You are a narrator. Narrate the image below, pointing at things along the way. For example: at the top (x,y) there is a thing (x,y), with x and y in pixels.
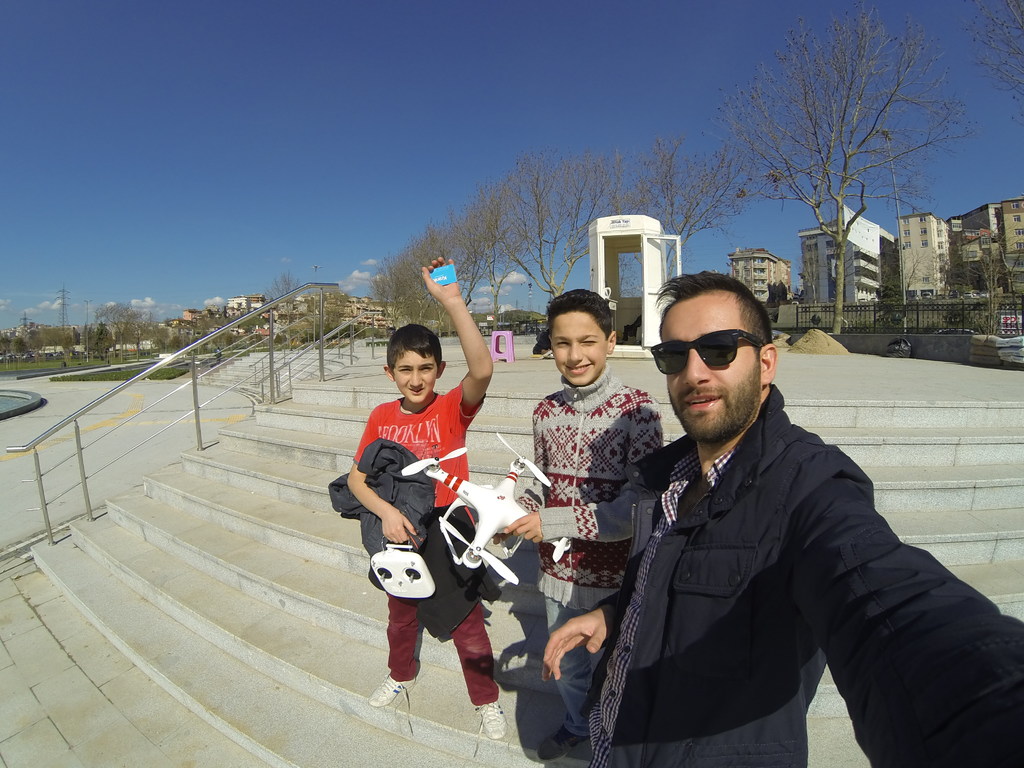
In the foreground of the image (955,656) I can see a man (862,687) and two boys (559,343). There is a man (635,600) on the right side (843,528) is wearing a jacket (776,544) and there is a smile on his face (699,421). I can see a boy (637,427) holding an aircraft toy (487,502) in his hands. There is another boy (460,424) holding a jacket (419,485) and remote control device (391,545) in his hands (396,512). I can see the staircase (243,512) and stainless steel pole (323,368). In the background (266,316), I can see the buildings (236,309) and deciduous trees (114,322). I can see the electric poles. There are clouds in the sky (306,122).
